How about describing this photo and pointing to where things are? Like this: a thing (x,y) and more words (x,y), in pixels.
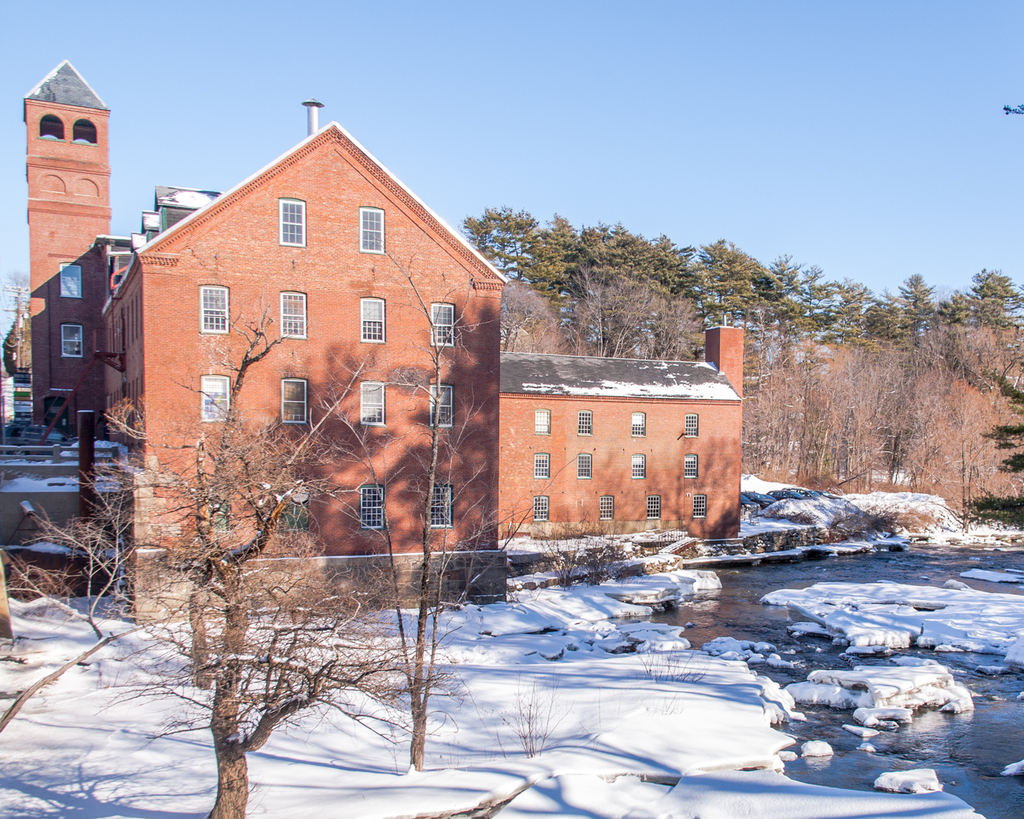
In this image we can see a house (402,426) with windows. There are trees (802,355). At the bottom of the image (404,784) there is snow (406,723), water (840,736). At the top of the image (517,30) there is sky (382,67).
